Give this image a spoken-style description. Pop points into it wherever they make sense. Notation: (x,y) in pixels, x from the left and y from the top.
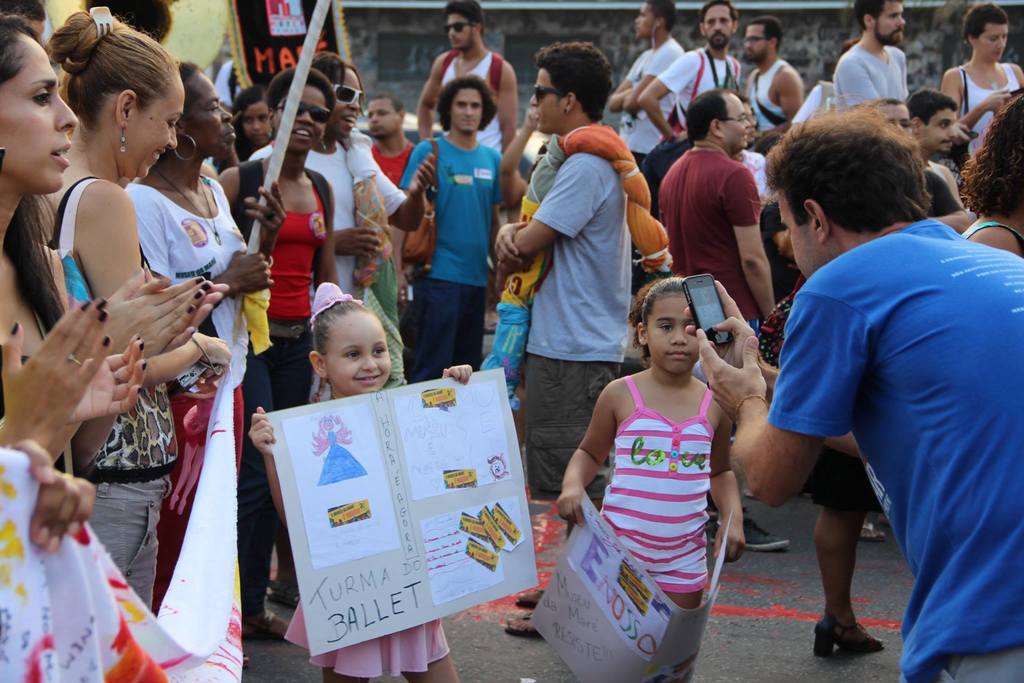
This picture describes about group of people (554,380), few people (556,296) wore spectacles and few people (701,540) holding placards (394,460), on the right side of the image (888,437) we can see a man (837,338) he is holding a mobile (701,316).
